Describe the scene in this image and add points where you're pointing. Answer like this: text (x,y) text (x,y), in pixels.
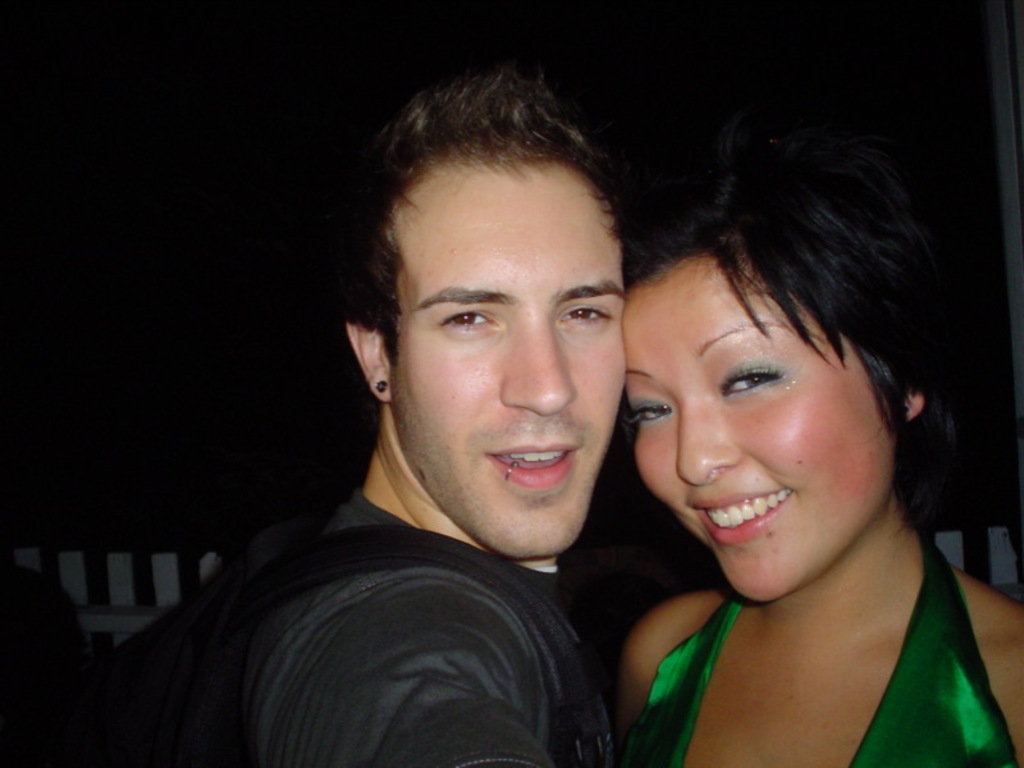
In this image we can see a man (462,661) and a lady (783,619). In the background (103,573) there is a fence (60,580).
